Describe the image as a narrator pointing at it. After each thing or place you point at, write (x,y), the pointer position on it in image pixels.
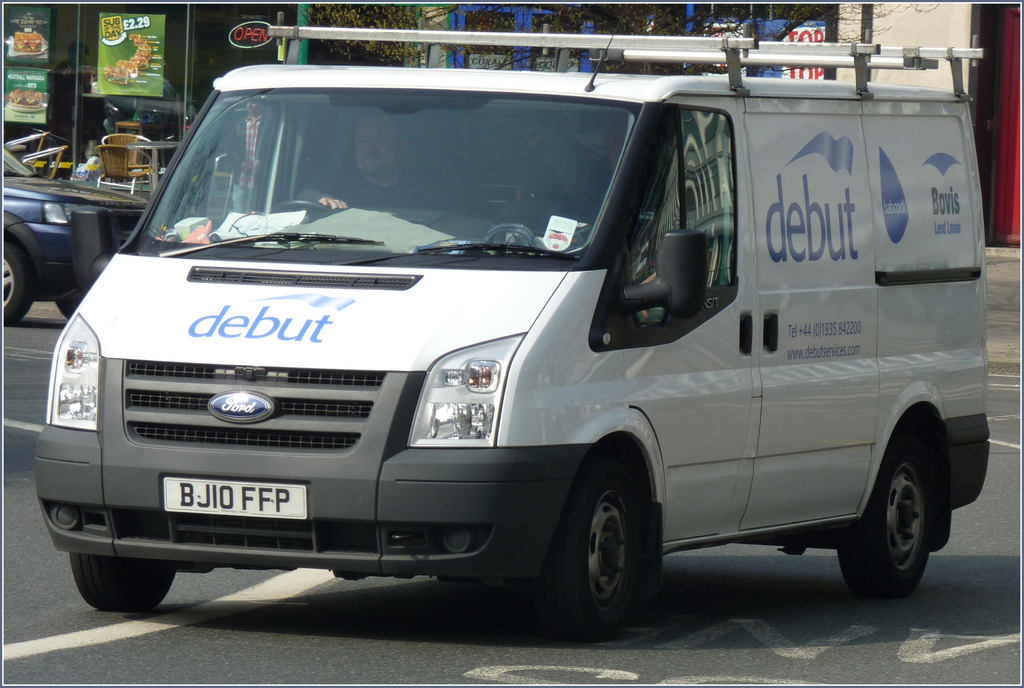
In the center of the image (643,400) we can see a vehicle (599,606) on the road (513,608). Inside the vehicle (406,266), we can see a person (392,188). And we can see some text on the vehicle (785,280). In the background (483,7), there is a wall (941,25), posters (136,30), one vehicle (38,225) and a few other objects (96,160).
